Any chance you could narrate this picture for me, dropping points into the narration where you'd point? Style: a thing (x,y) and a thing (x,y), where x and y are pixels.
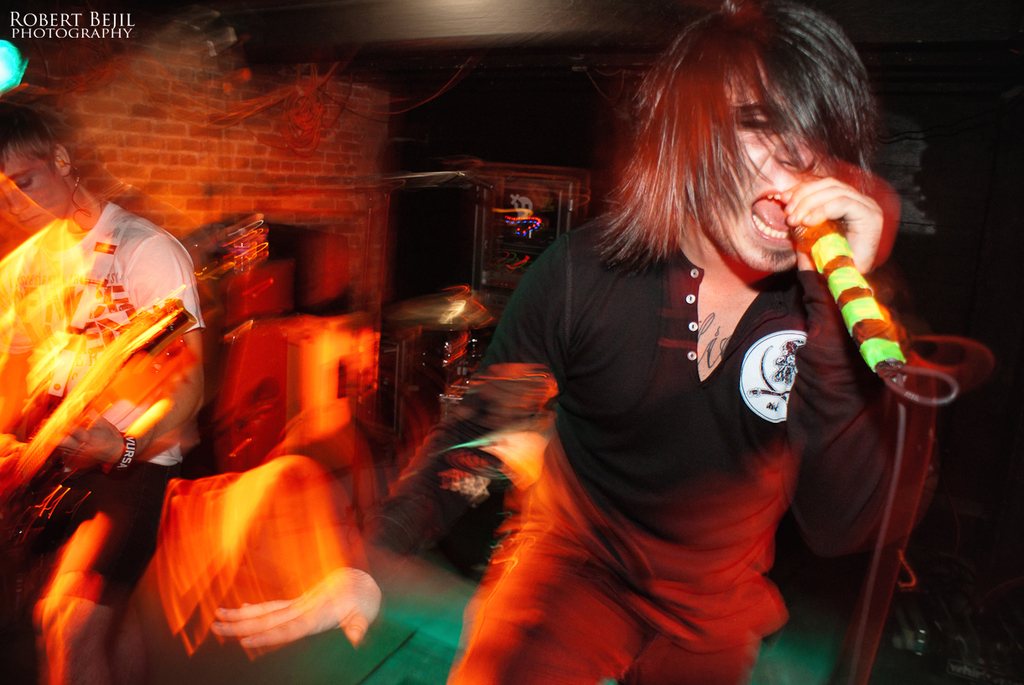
In this image, there is a person (593,294) wearing clothes (649,299) and holding a mic (815,238) with his hands (831,192). There is an another person (151,266) on the left side of the image (82,312) playing a guitar (63,430). There is a wall (164,131) in the top left of the image (164,127).
